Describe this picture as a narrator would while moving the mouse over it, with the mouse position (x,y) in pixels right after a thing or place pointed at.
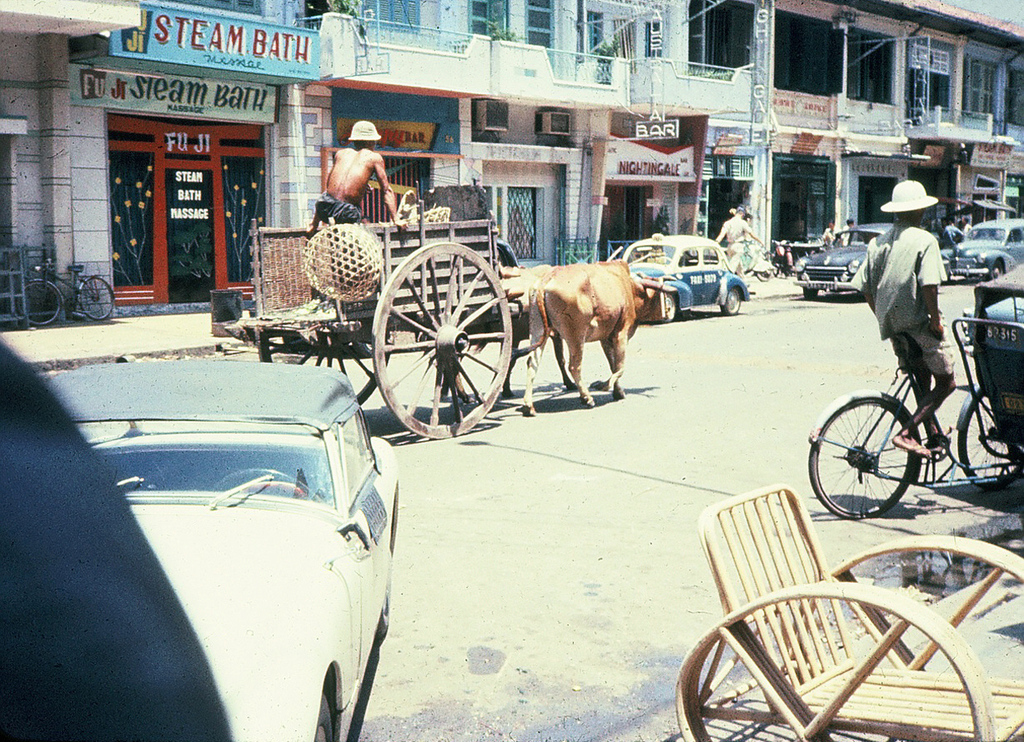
This picture is taken on the road side (920,519), In the middle (405,285) there is a man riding a bull cart (446,275), In the left side (244,632) there is a car (280,647) which is in white color, In the right side (926,437) there is a man (909,437) standing on the bicycle (929,422), In the background (713,275) there are some cars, There is a white color wall (492,92) and there are some shops (281,142).
